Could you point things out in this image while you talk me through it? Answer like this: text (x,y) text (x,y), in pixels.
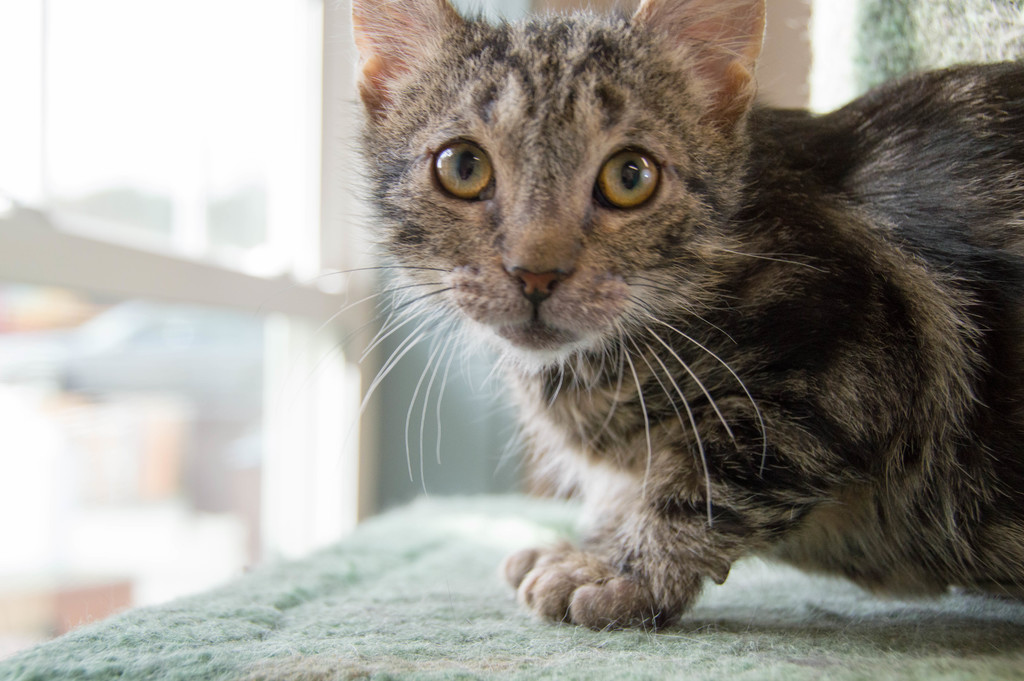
Here in this picture we can see a cat (658,173) present over a place (500,632) and beside it we can see a glass window (118,307) in blurry manner.
